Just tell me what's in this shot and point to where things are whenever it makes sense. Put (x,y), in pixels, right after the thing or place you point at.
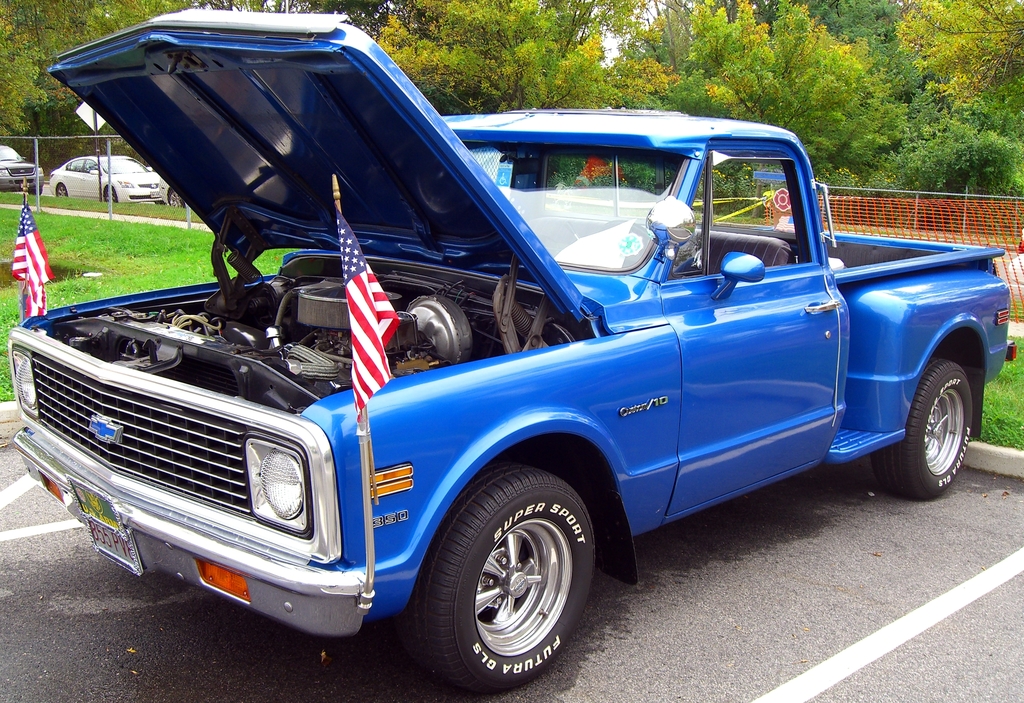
In this image we can see few vehicles (391,268) on the road (700,588), there are flags (382,345) to a vehicle (284,265), and there is a fence (65,136), net (957,235), a pole (99,154) with board (92,116) and few trees (497,32) in the background (836,64).
